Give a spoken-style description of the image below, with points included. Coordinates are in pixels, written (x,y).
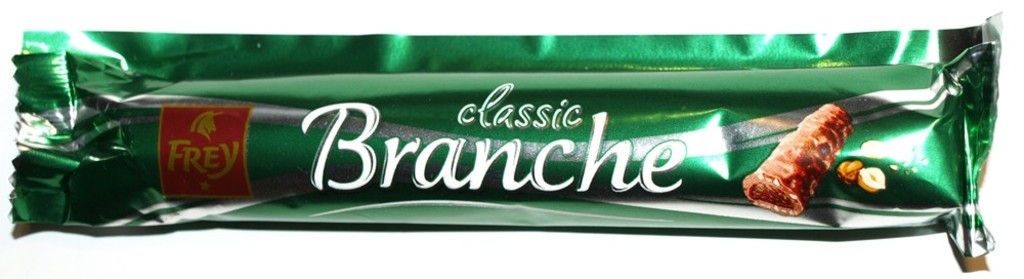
In this image there is a food packet (488,97). There is text (365,134) on the wrapper (360,144). To the right (820,157) there is picture of a chocolate (808,160) on the wrapper (774,169).
